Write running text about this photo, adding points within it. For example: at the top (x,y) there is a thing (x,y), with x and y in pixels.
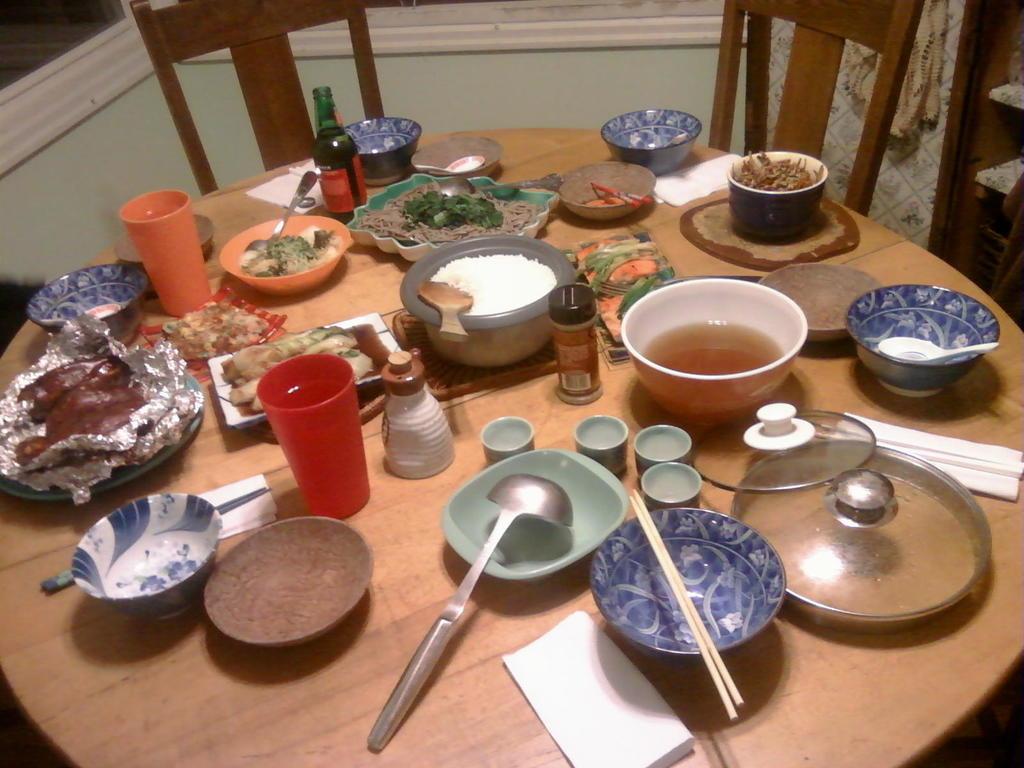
In the middle of the image (360,297) there is a table (668,245), On the table (767,640) there are some bowls (718,554) and there is chopsticks (651,529), spoon (940,350), cup (336,382), bottle (334,187). Surrounding the table (89,504) there are some chairs (142,1).
